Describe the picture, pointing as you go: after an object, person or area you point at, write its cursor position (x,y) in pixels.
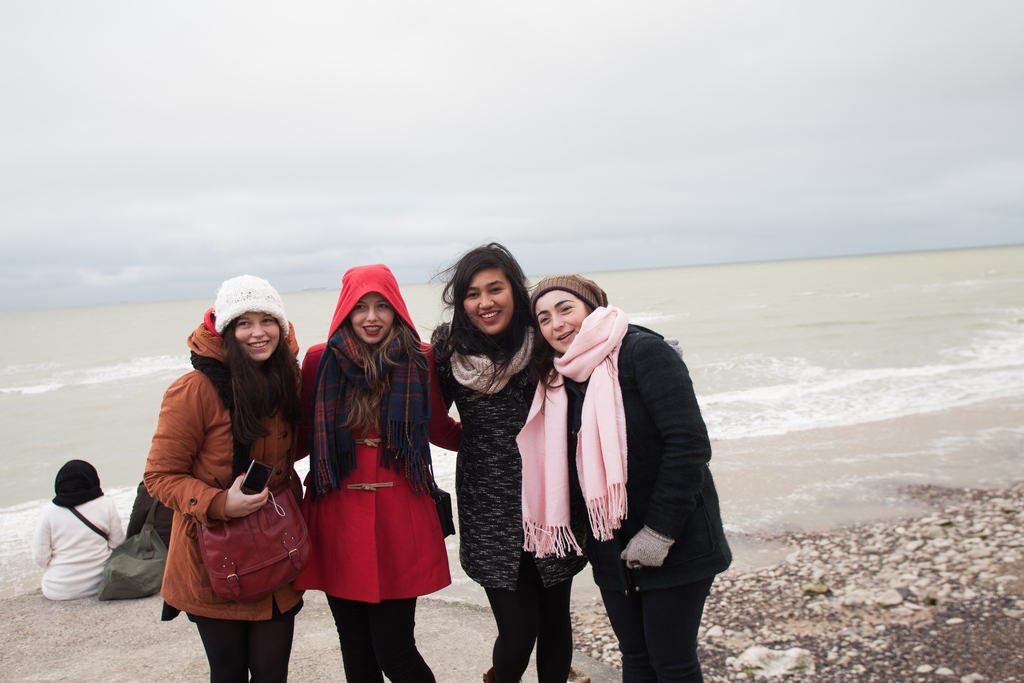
There are women (469,489) standing and smiling and this woman (222,654) wore bag (222,526) and holding a mobile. In the background (108,561) there are people (85,526) sitting and we can see bag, water (727,335) and sky (377,261).
